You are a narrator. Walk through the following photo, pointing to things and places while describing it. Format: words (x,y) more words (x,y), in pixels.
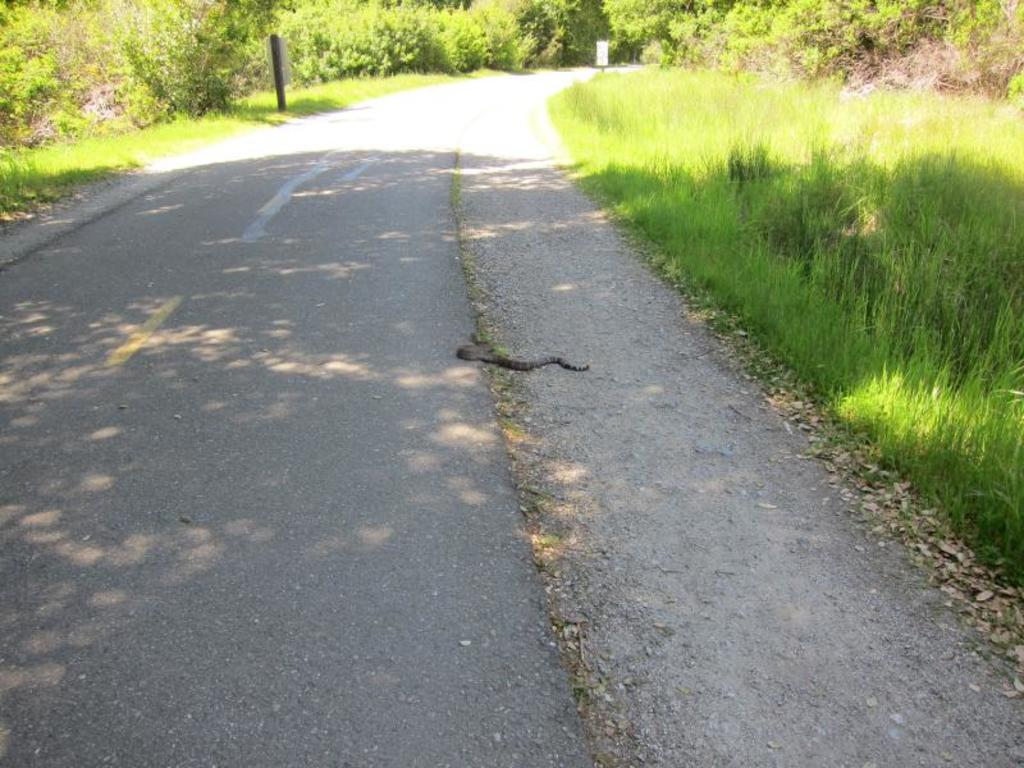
On either side of the road (497,327) we can see grass (833,101) and trees (743,44). We can see a board (284,60) and pole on the left side of the picture (282,81). We can see a snake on the ground (477,371).
